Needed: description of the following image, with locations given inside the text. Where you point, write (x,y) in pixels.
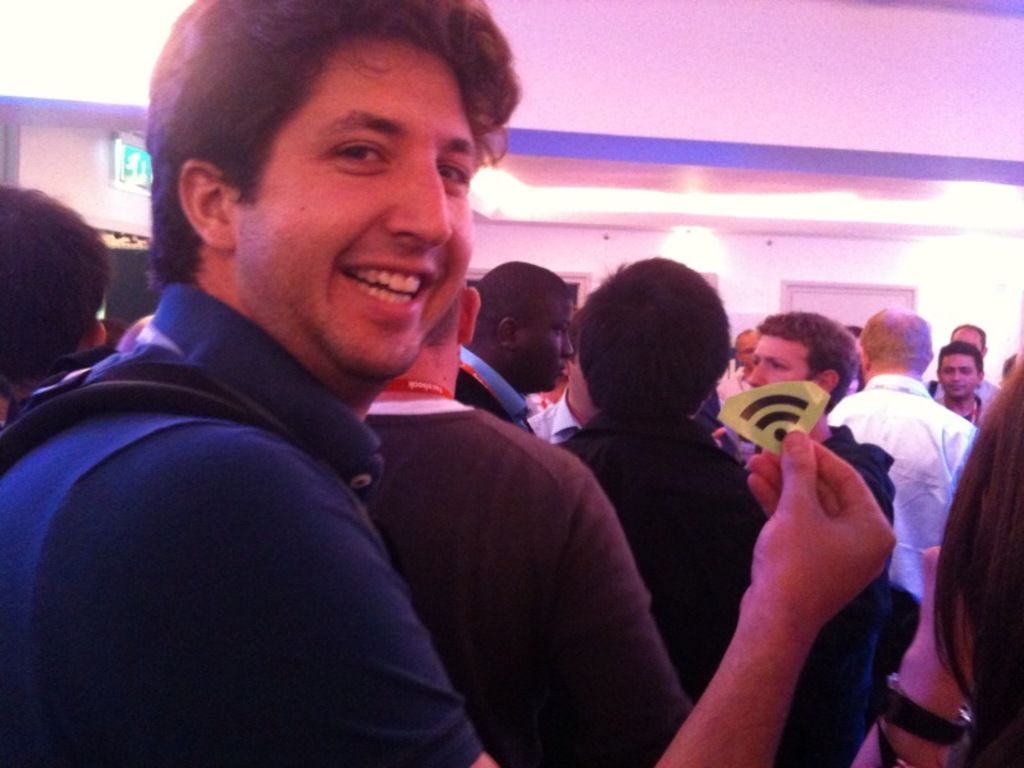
In this image we can see many people (377,378). One person (341,382) is holding something in the hand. In the background (61,50) there are lights (925,218). And there is a sign board (125,172). Also there is a wall (93,165).
